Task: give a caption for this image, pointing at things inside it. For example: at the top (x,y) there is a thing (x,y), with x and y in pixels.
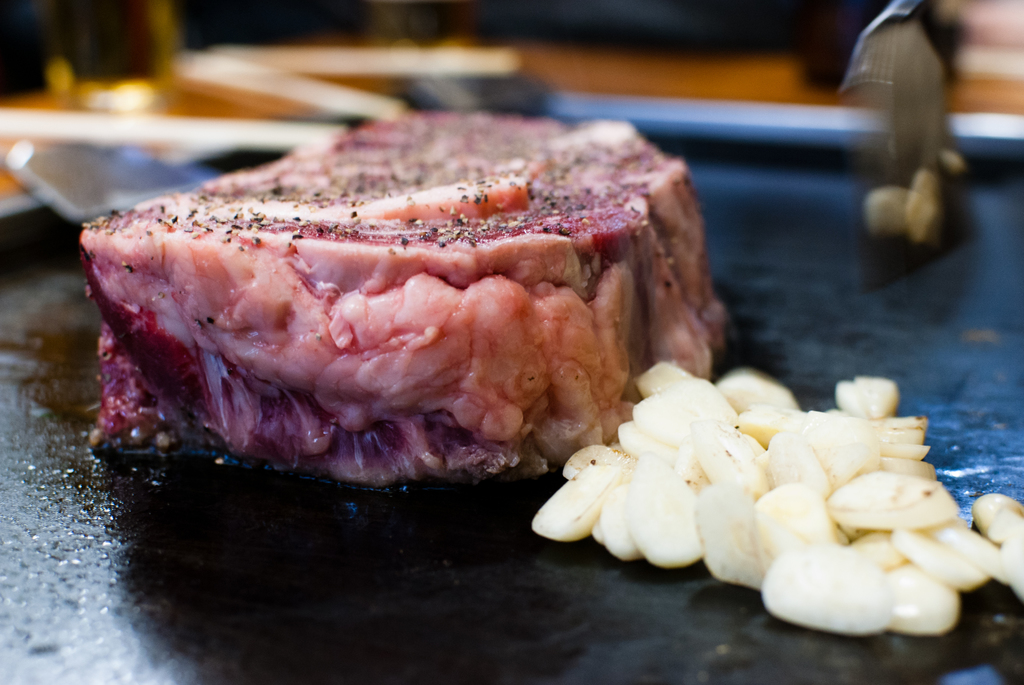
In this image we can see the meat (449,266) and garlic pieces (709,462) on the black color surface (159,596) and the background (353,4) is blurred.
